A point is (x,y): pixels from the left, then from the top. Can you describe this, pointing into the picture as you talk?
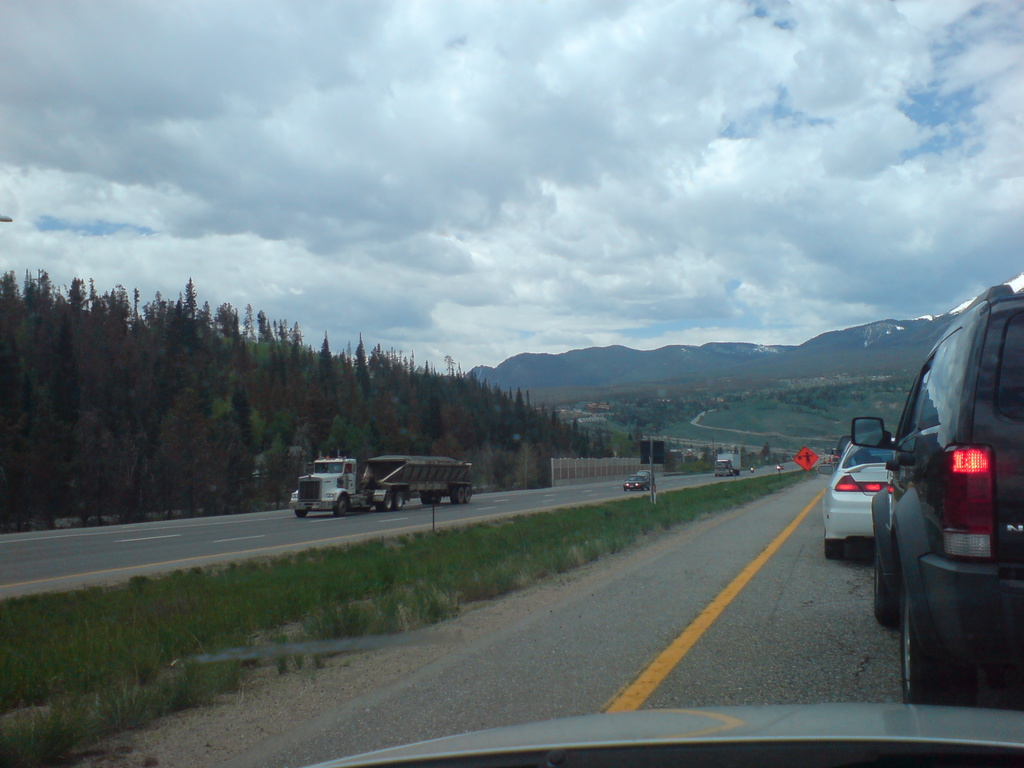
In this image there are a few vehicles (899,485) moving on the road (464,504), in the background (98,423) there are trees (555,419), mountains (848,372) and the sky (326,208).
